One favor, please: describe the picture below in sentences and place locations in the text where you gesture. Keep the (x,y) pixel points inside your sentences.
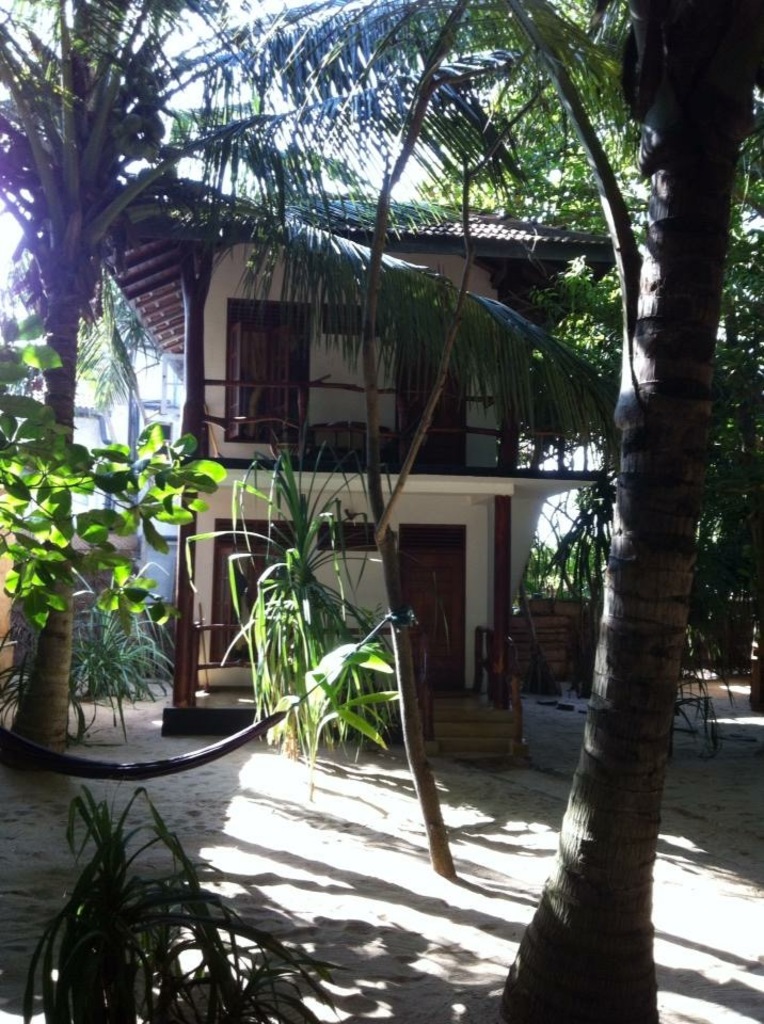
In this image I can see building (436,516). There are doors (462,582), windows (277,434), stairs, trees (401,704), plants (240,927) and also there are some objects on the ground (556,710). Also there is sky (360,81).
